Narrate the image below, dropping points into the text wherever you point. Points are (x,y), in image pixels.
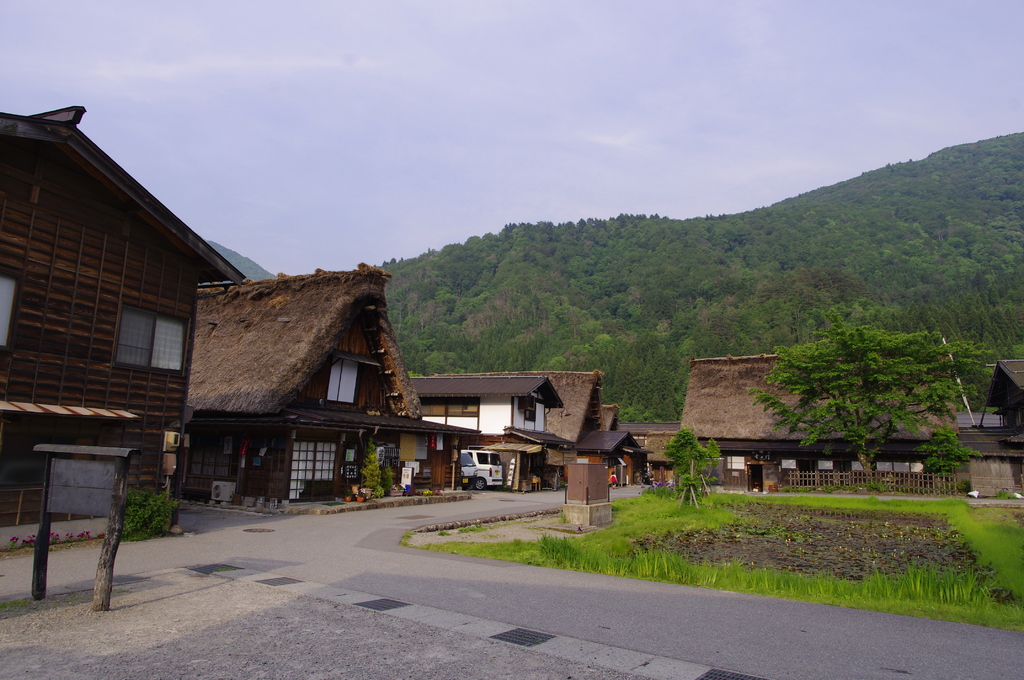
In this picture, there is a L shaped road (342,539) at the bottom (321,556). Beside the road (508,506), there are houses (470,445). In the center (470,430), there is a vehicle (477,476) before the house (503,465). Towards the right (811,566), there is grass (965,596) and land (836,574). In the background (613,300), there is a hill (798,223) with trees (568,281) and a sky (430,115).
